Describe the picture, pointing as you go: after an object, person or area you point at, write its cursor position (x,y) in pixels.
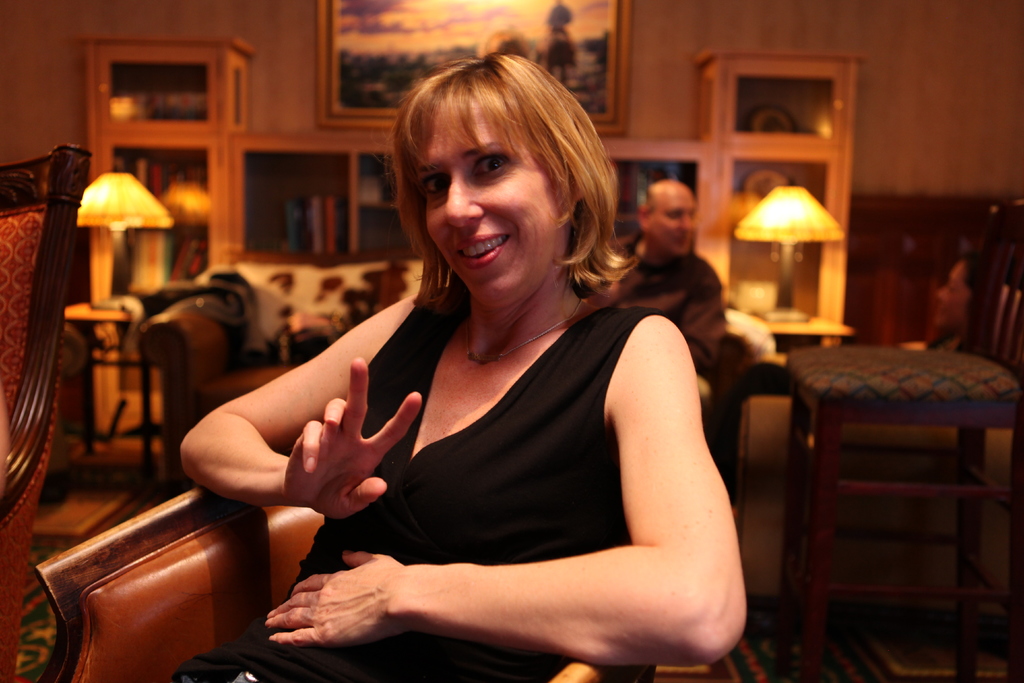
This is an inside view of a room (538,435). In the foreground (521,447), I can see a woman (403,554) sitting on the chair (216,612), smiling and giving pose for the picture. In the background (665,241), I can see a man (659,295) is also sitting on the chair (714,400) and I can see a chair (841,408), a couch (204,366) are placed on the floor (845,610). In the background (412,41) there is a wall (258,39) to which a frame (421,27) is attached and also there is a cupboard (206,172) which is filled with the books (319,219).
